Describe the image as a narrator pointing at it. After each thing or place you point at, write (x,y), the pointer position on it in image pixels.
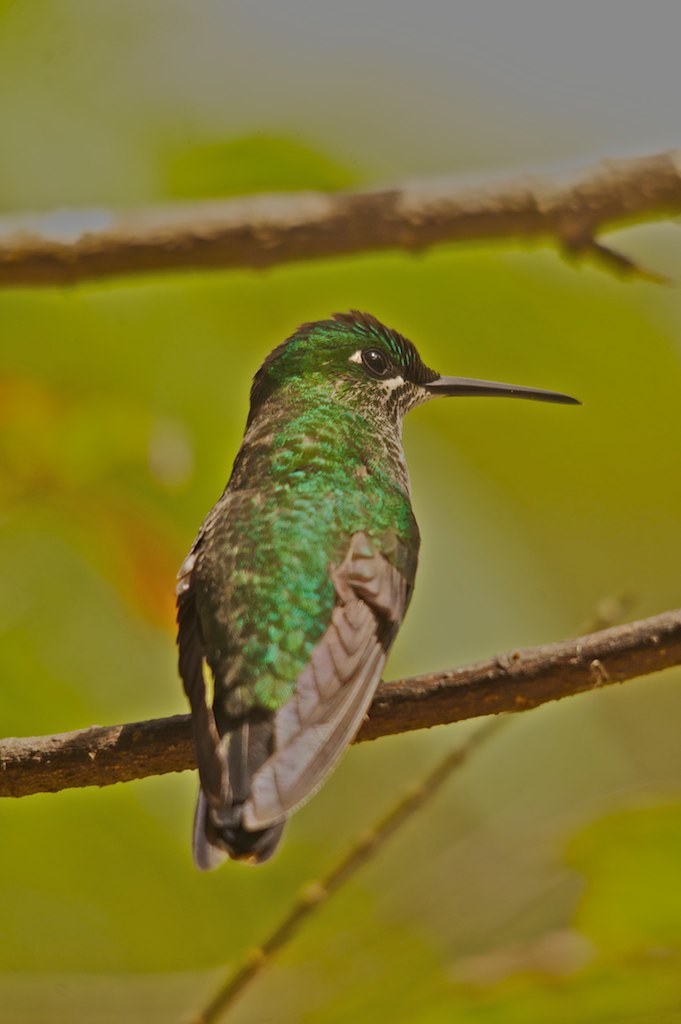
In this image we can see a bird (353,562) on the branch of the tree (460,673), and the background (44,299) is blurred.
